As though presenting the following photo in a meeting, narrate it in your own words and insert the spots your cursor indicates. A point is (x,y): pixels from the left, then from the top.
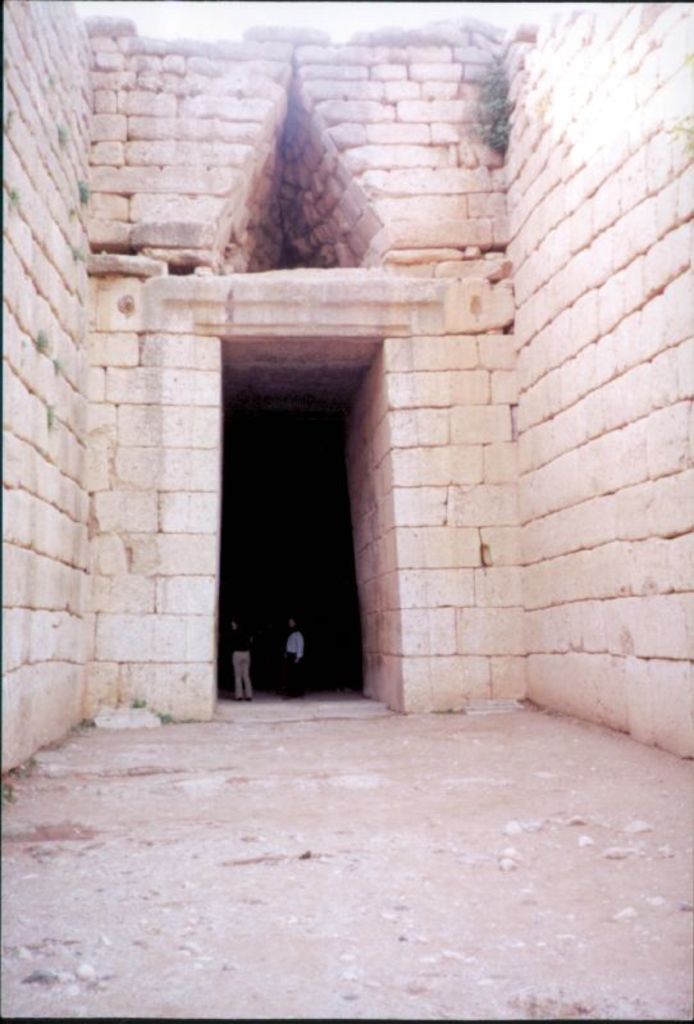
In this image there is a monument (130,489) it is made up of bricks (143,467).
